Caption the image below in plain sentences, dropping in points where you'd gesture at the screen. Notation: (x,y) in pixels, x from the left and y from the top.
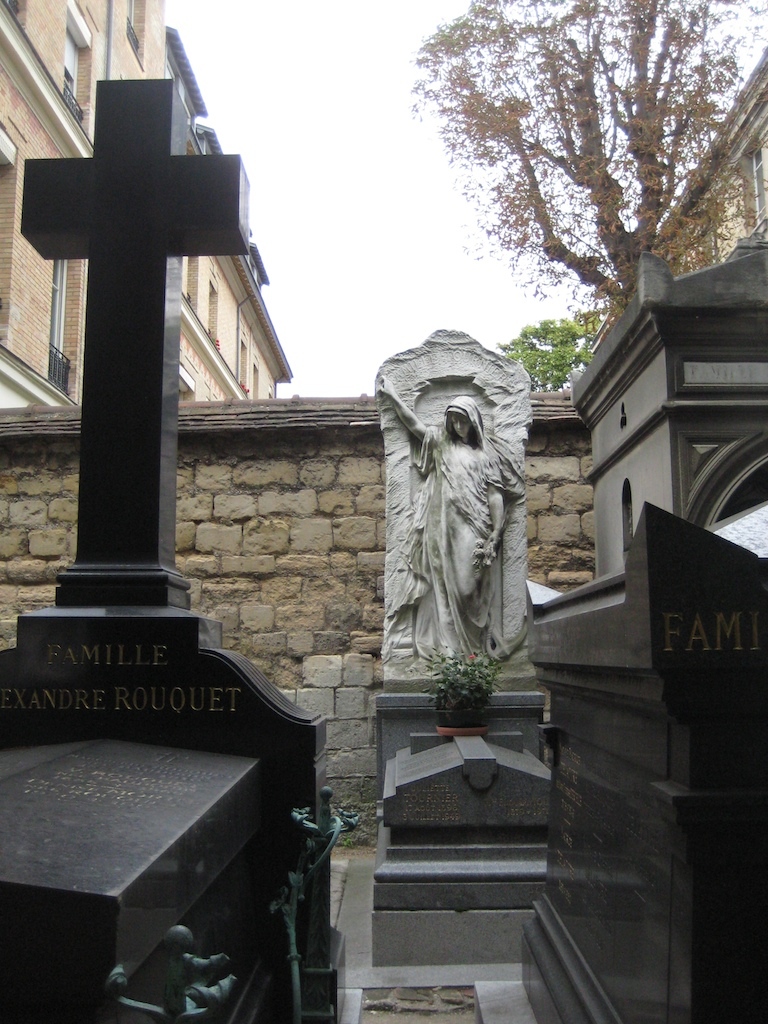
In this image we can see buildings (40,87), trees (592,112), sky (370,184), wall (374,527) built with cobblestones (359,664), graves (107,799) and a statue (447,584).
